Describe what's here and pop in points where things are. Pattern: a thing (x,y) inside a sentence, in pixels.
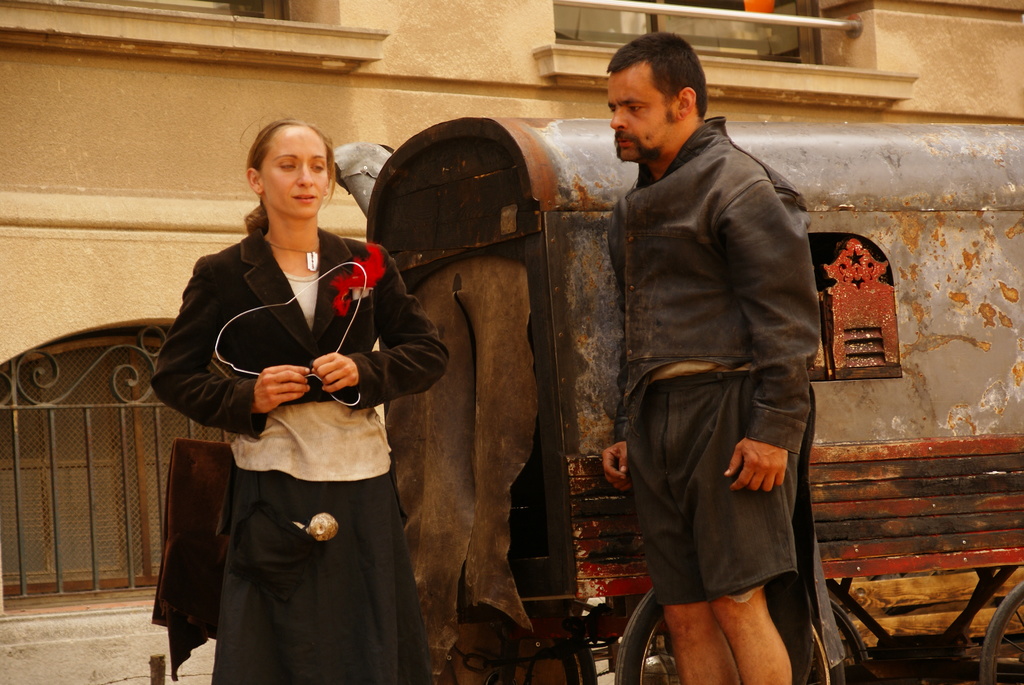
In this image, we can see persons (635,459) standing and wearing clothes (720,417). There is a vehicle (900,399) in the middle of the image (374,231). There are windows (774,40) on the wall (226,44).
